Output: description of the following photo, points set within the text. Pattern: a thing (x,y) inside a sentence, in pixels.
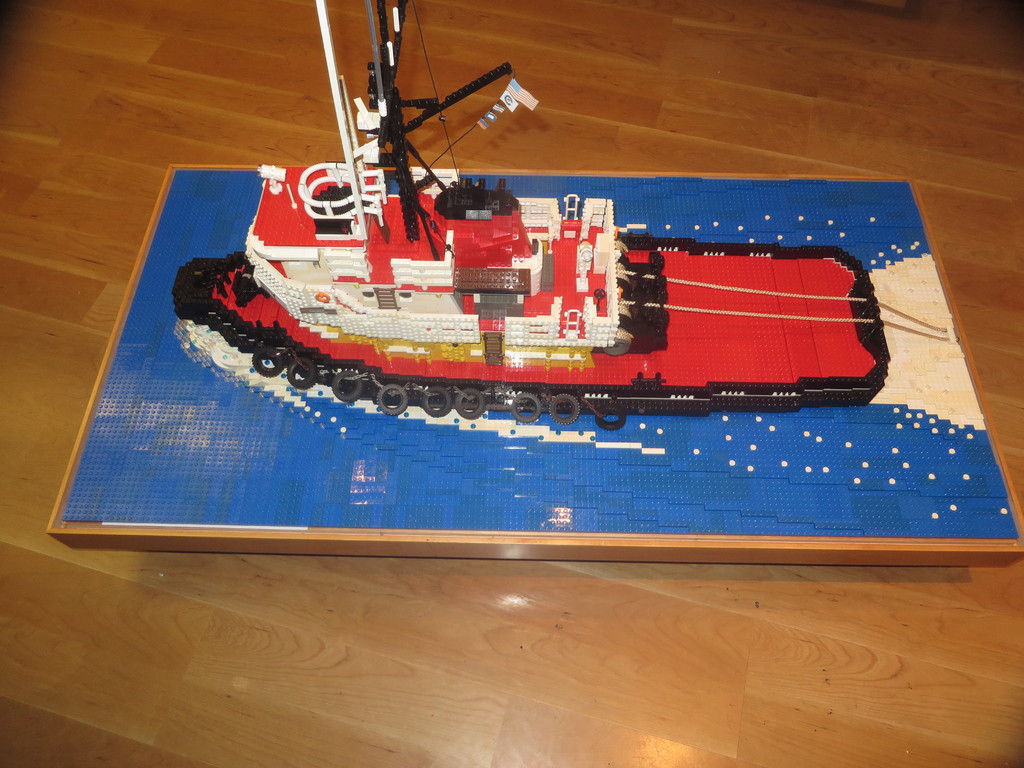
In this picture we can see a toy ship (468,389) in the middle (504,312), at the bottom (443,664) there is a wooden surface (587,603).
